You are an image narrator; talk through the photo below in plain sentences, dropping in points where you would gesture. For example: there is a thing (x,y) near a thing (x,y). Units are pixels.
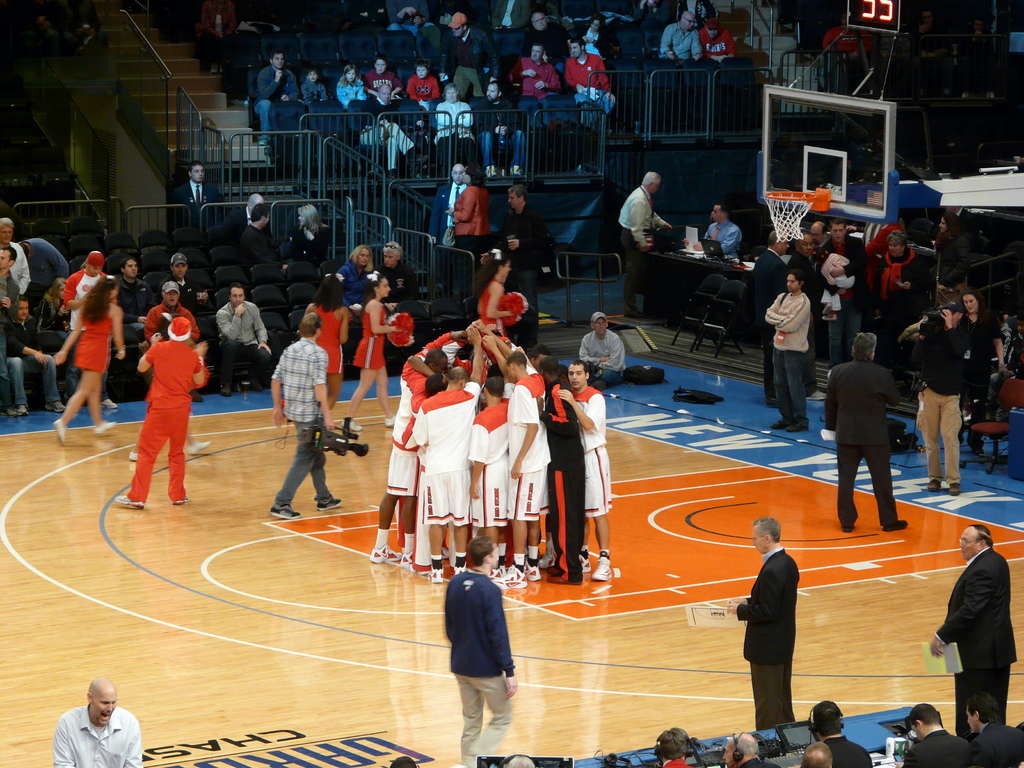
In this picture we can see a group of people (422,416) are standing on the path (381,442). There are few women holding pom poms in their hands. We can see a person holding a camera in his hand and walking on the path (850,614). Few people (779,636) and other objects (694,763) are visible on bottom right (716,754). We can see a basketball net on the right side (790,86). There are few people (125,289) sitting on the chair (86,253) at the back (524,150). We can see a laptop (713,255) and other objects (741,266) on the table (700,262). A device (886,4) is visible on top (891,19). Some barricades (872,38) are visible in the background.
